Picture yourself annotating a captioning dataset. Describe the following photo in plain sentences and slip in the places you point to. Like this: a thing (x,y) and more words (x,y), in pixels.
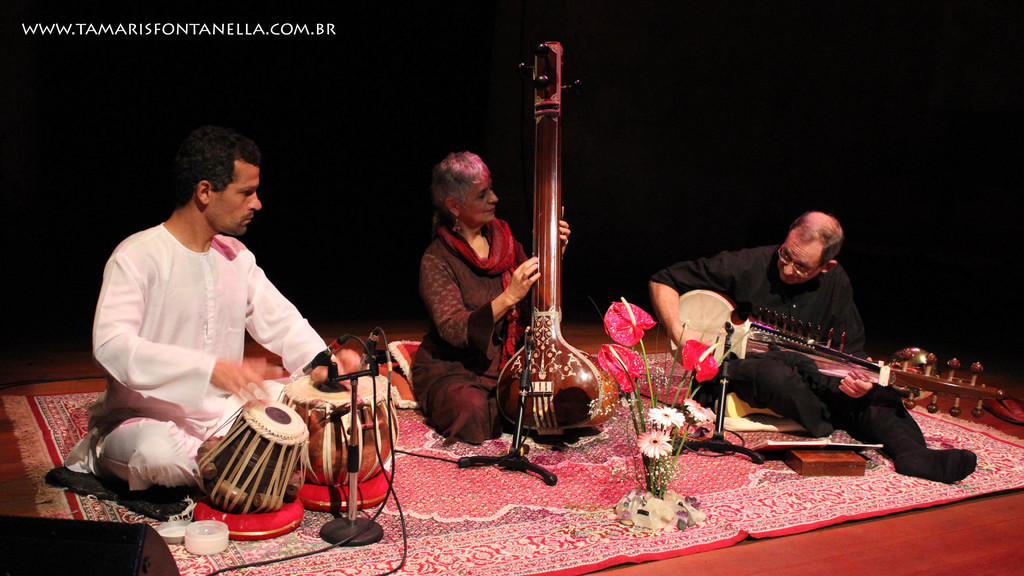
In this image there are three persons (506,336) sitting on the carpet (727,540) and playing the musical instruments (761,342) like tabla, sitar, and there is dark background (102,208) and a watermark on the image.
